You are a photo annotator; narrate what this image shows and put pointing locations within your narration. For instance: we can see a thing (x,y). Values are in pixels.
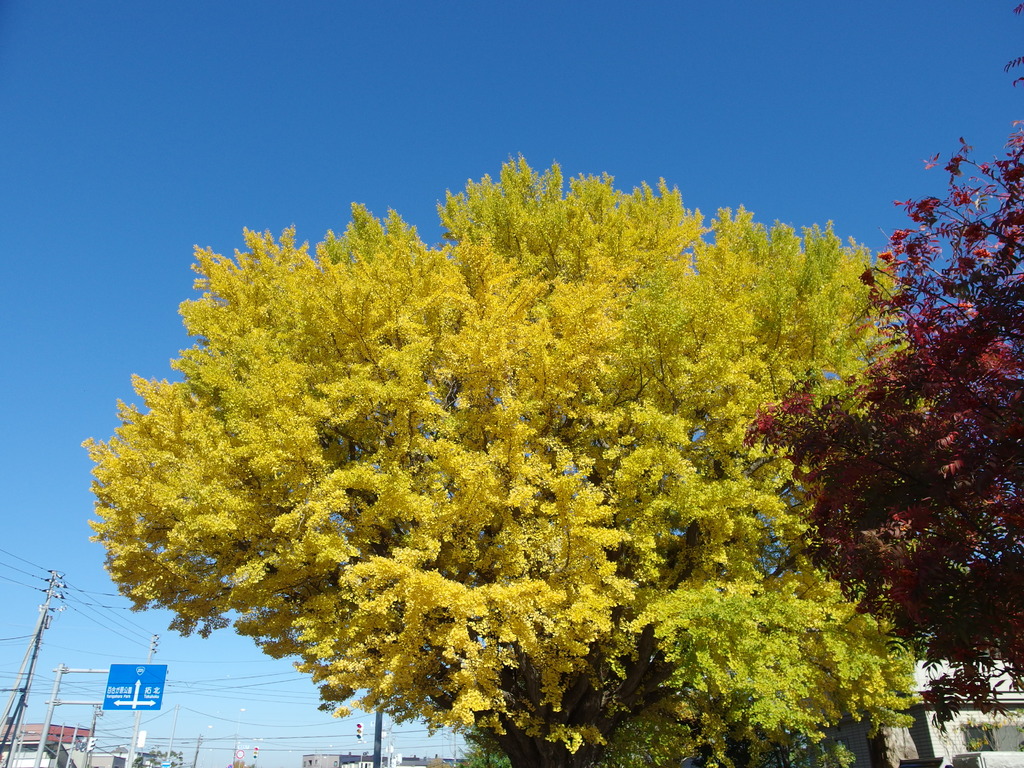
In this picture I can see trees (688,539), buildings (372,764) and few poles (17,690) and a sign board (121,692) to the pole (75,701) and a blue sky (408,180).
